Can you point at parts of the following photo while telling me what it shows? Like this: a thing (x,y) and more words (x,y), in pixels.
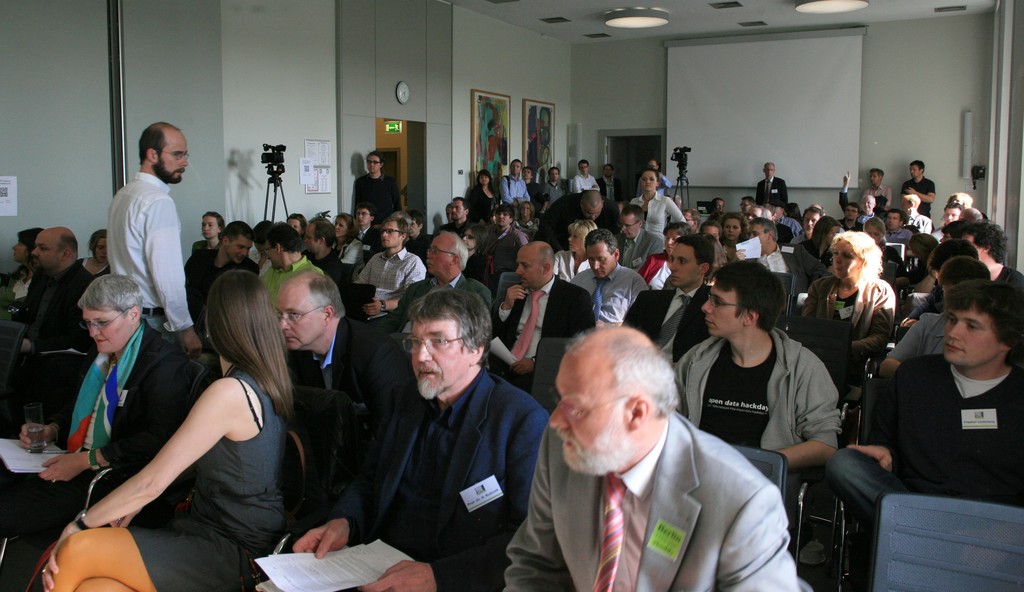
This image looks like it is clicked in a conference hall (516,366). There are many people (906,242) sitting in the chairs (838,341). To the left (281,163) there is a stand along with camera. In the background (196,112), there is a wall (298,148) on which frames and a clock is fixed. To the right there is a projector screen (815,94).
